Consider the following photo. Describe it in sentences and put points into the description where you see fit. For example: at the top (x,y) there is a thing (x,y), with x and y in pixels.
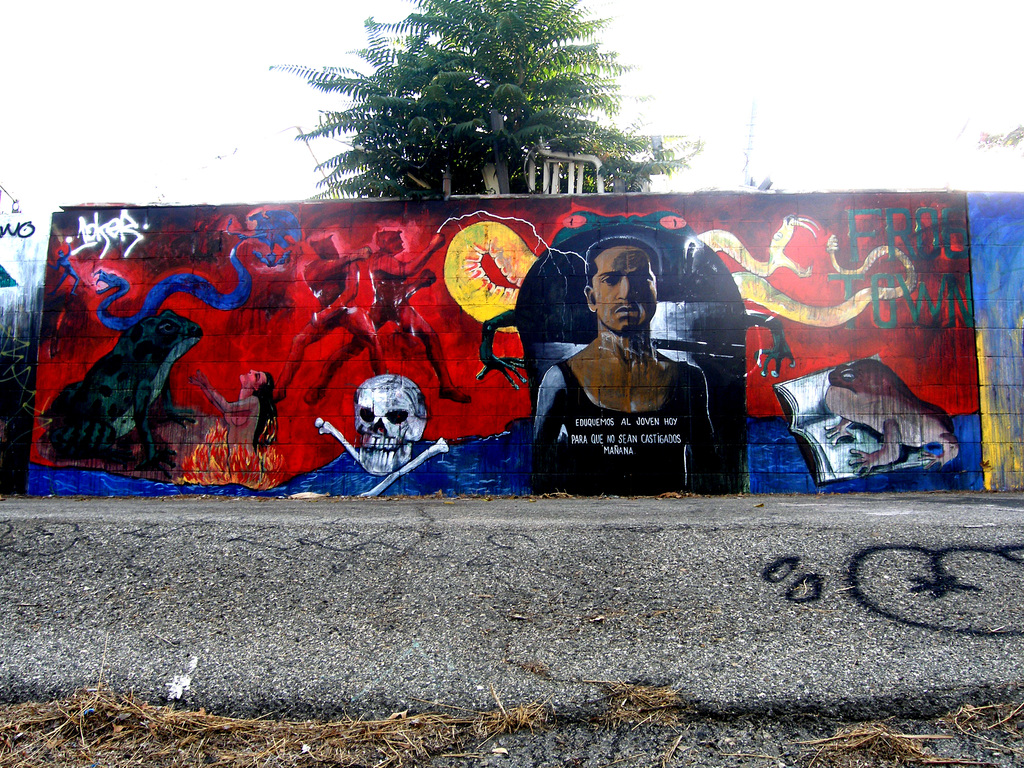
In this image we can see pictures (513,319) painted on the wall (675,319), trees (466,102), road (495,573), lawn straw (136,702) and sky (150,138).
